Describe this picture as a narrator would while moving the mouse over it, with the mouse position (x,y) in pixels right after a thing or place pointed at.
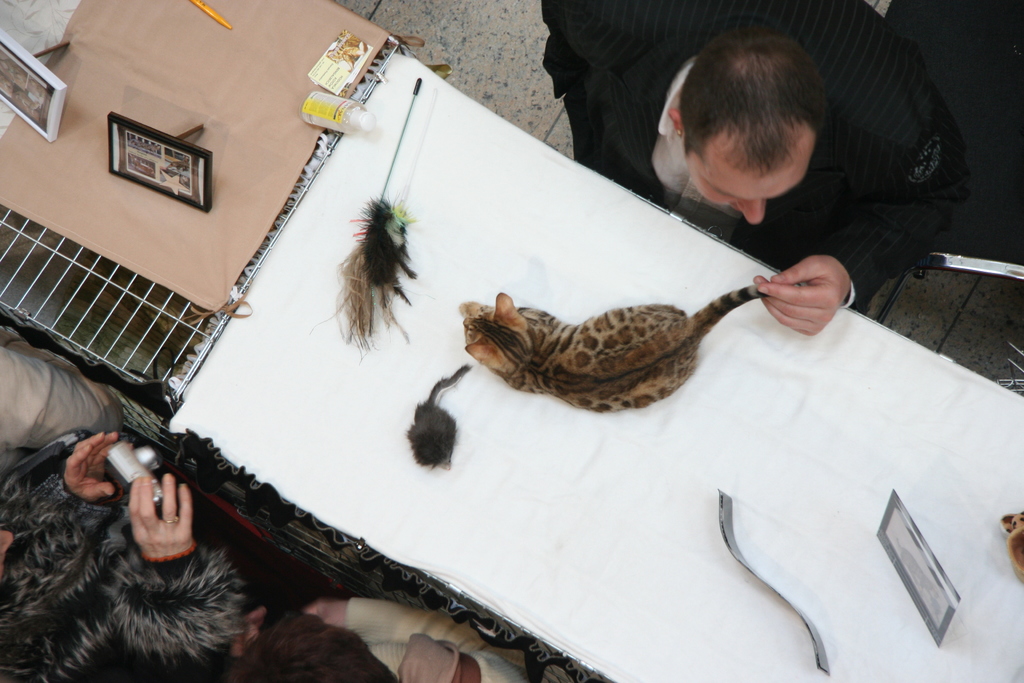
In this image I can see there is a cat (634,315), a rat (441,416) and some photo frames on the table (695,283) and there is a man (775,265) holding the cats tail (713,309) and there are some other people (143,545) standing here on left side (264,653).
